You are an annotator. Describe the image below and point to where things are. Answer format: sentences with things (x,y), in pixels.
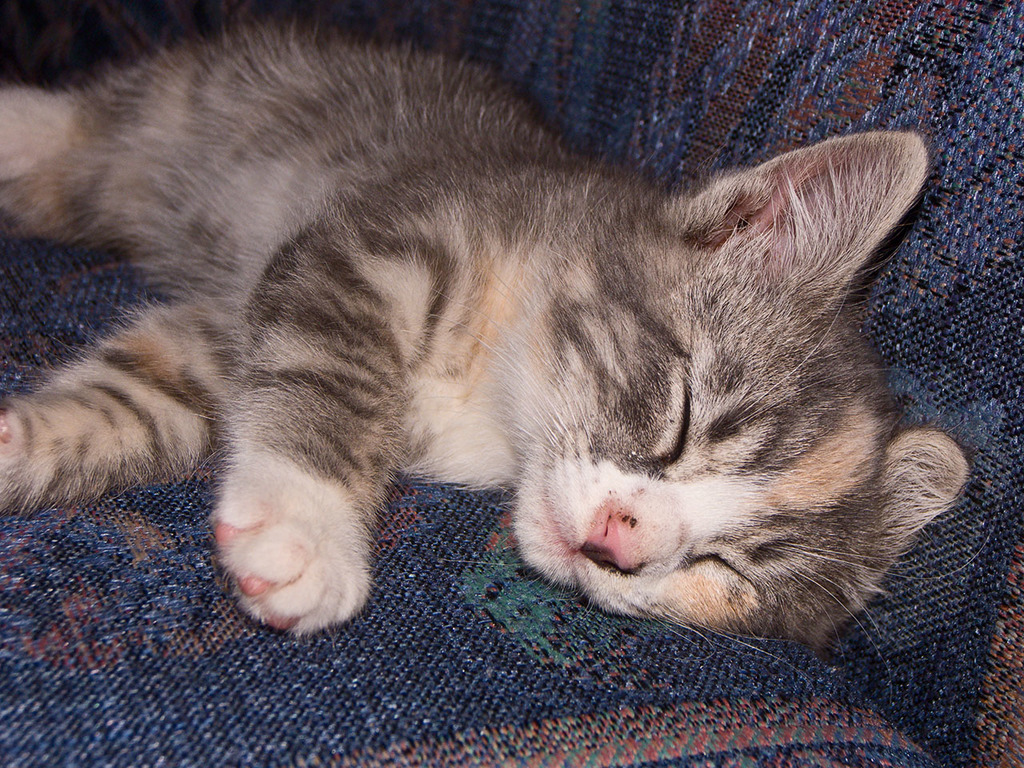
In this picture, we see a cat (397,408) is sleeping on the sofa (96,605). In the background (597,37), we see a sofa (1021,392) or a bed (560,631) and it is in blue color.
